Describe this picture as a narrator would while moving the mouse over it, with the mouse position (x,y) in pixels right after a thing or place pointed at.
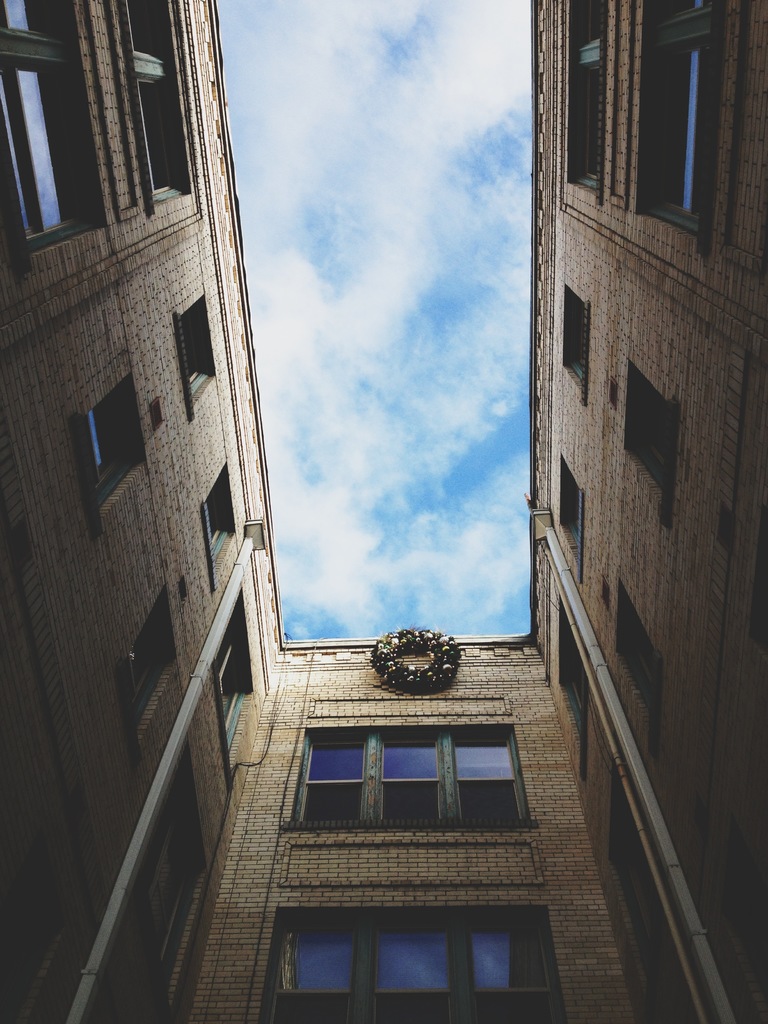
In this image I can see a building (330,652) and number of windows (190,359). In the background (429,373) I can see clouds (500,334) and the sky (376,316).
